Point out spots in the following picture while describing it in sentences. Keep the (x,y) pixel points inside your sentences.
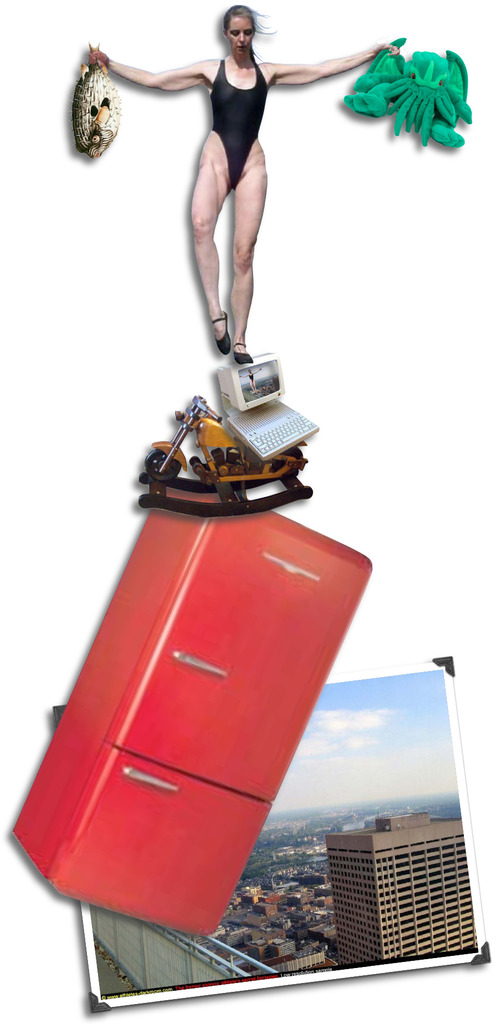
This is an edited picture, in this image we can see a woman (236,271) standing and holding the objects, also we can see a monitor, keyboard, photo frame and some other objects (232,585).
